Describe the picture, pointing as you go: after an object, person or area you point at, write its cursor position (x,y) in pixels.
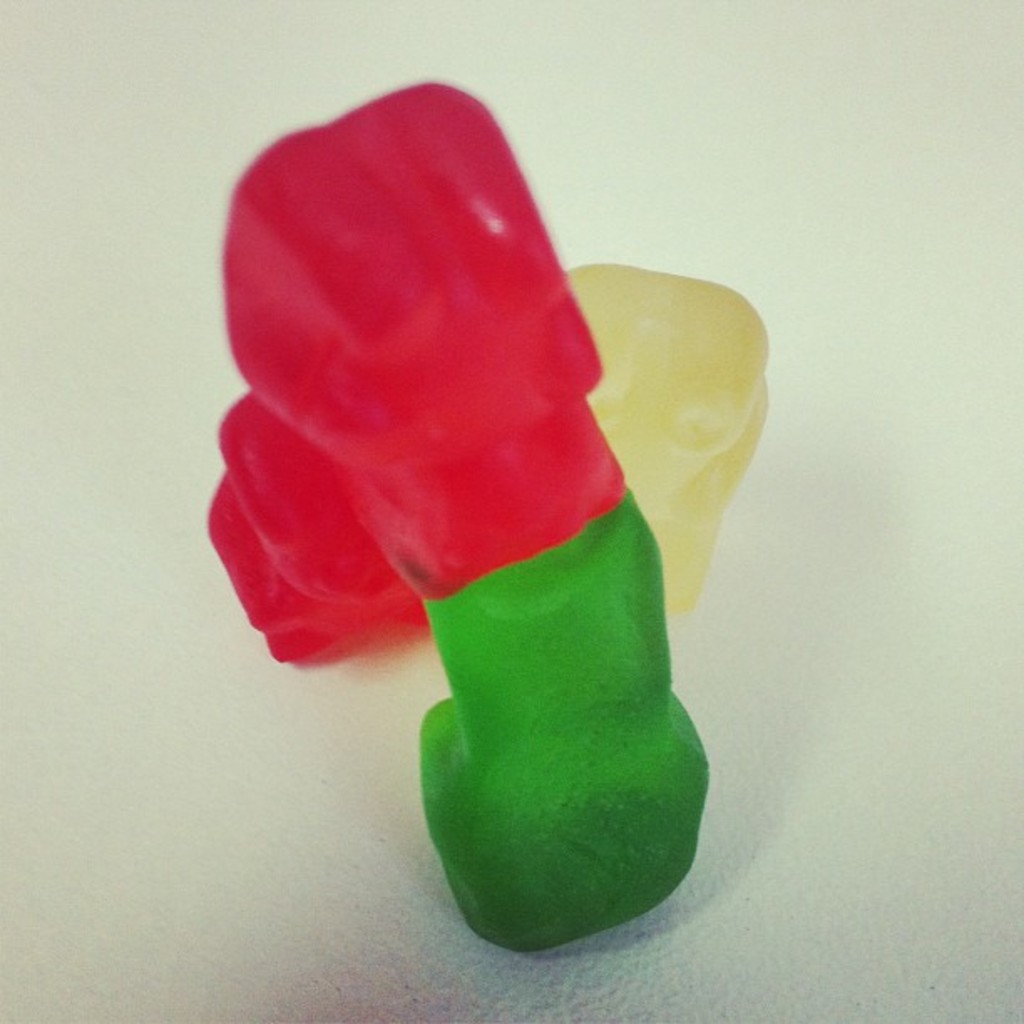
In the foreground of this image (620,632), it seems like there are candies (623,687) on the white surface (242,827).
